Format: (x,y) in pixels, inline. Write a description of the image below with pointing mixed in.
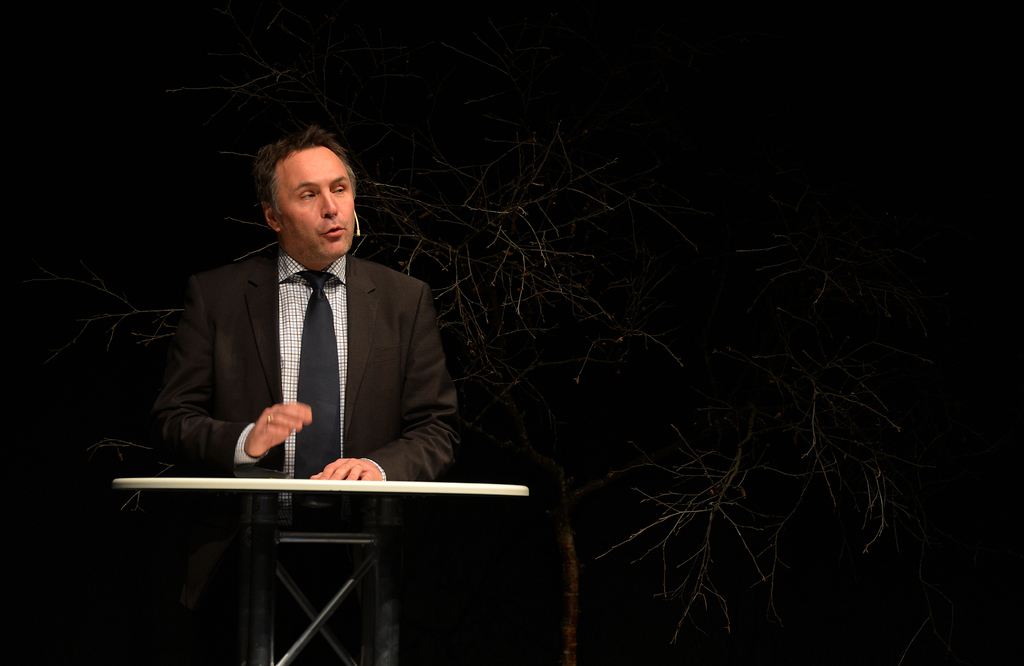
In this picture we can see a person (312,469) wearing a mouth microphone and standing in front of an object (383,566). We can see a tree (573,610) with branches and stems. There is the dark view visible in the background (612,308).
